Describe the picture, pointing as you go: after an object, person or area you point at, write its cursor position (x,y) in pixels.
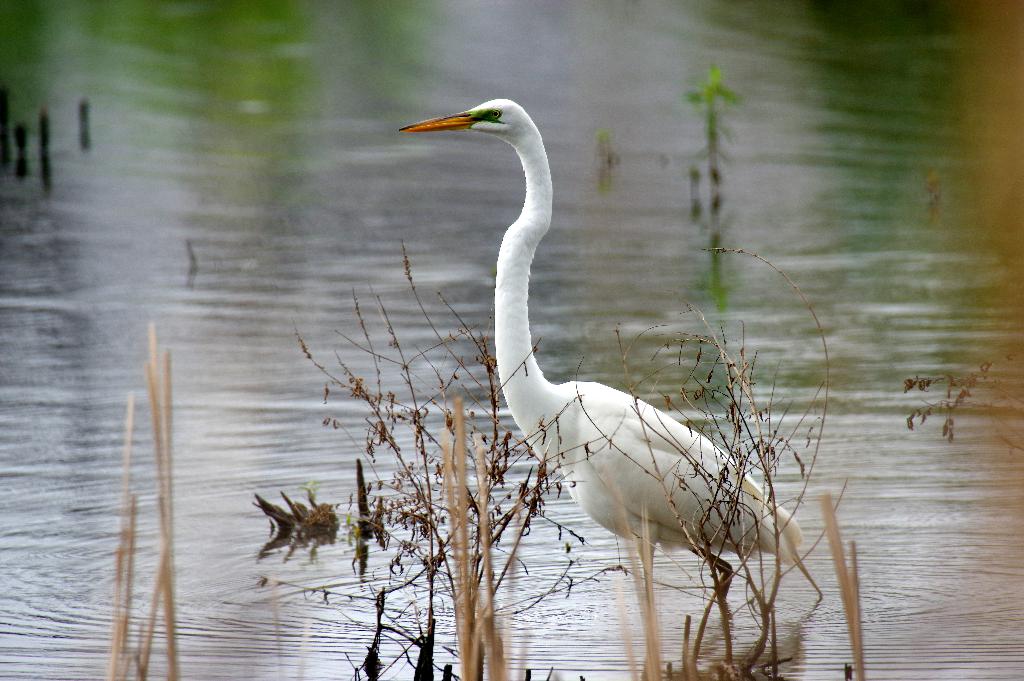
In the picture we can see a crane bird (700,457) which is white in color near the water (844,674) and beside it we can see some dried plants (382,530).
